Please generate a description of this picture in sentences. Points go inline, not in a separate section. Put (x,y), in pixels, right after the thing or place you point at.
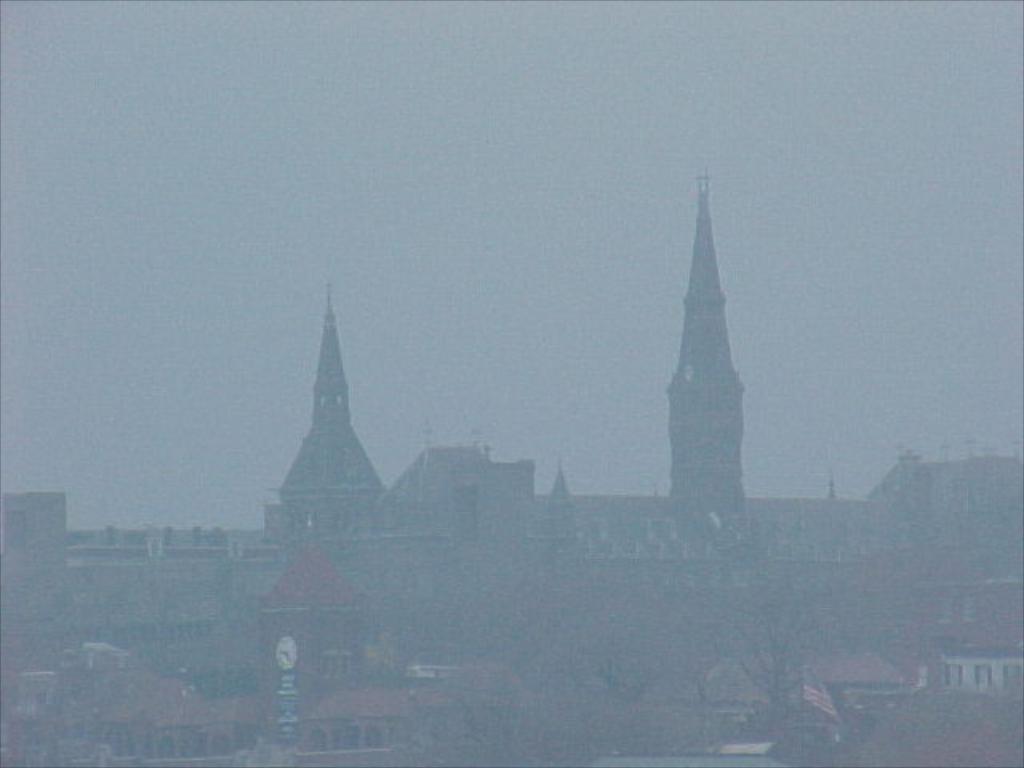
In this image we can see the buildings (693,495), windows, clock tower (301,670), trees (695,608), at the top (260,230) we can see the sky (269,239).
